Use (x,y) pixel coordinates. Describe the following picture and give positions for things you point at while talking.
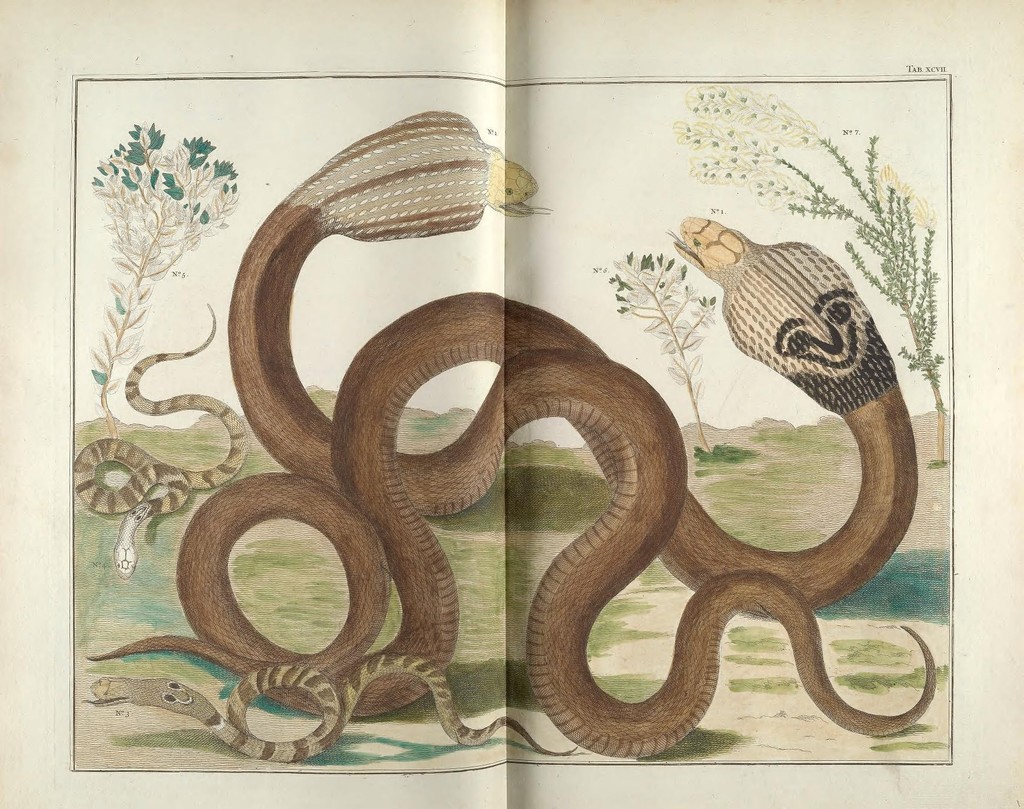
This is the picture of a poster (730,461). These are the snakes (788,588) and there are some plants (885,288).
